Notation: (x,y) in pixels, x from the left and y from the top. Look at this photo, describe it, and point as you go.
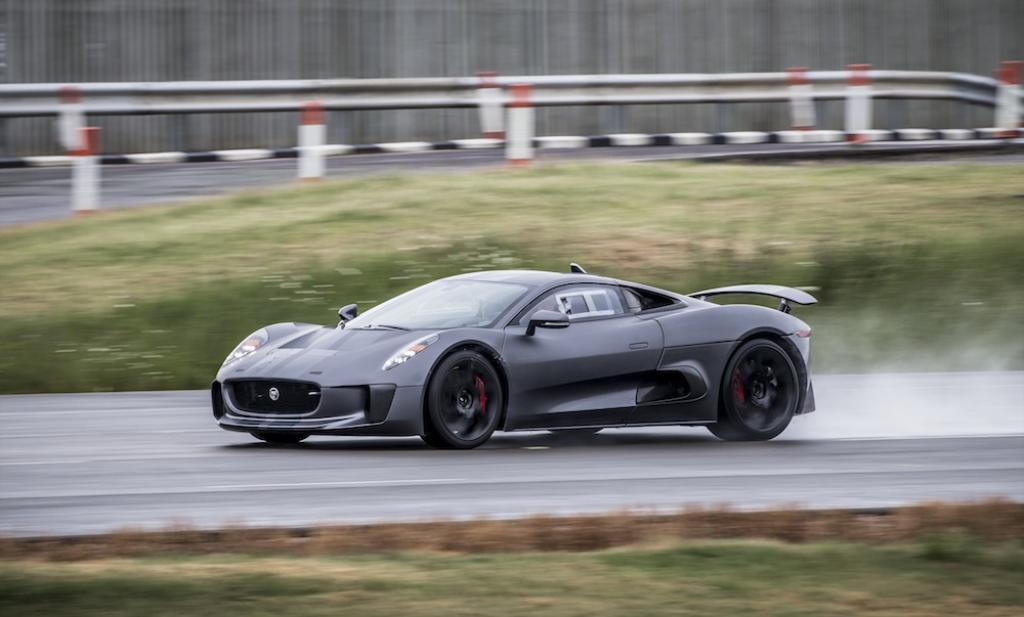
We can see car (455,392) on the road (330,479) and we can see grass (105,577). In the background (339,80) it is blur.
